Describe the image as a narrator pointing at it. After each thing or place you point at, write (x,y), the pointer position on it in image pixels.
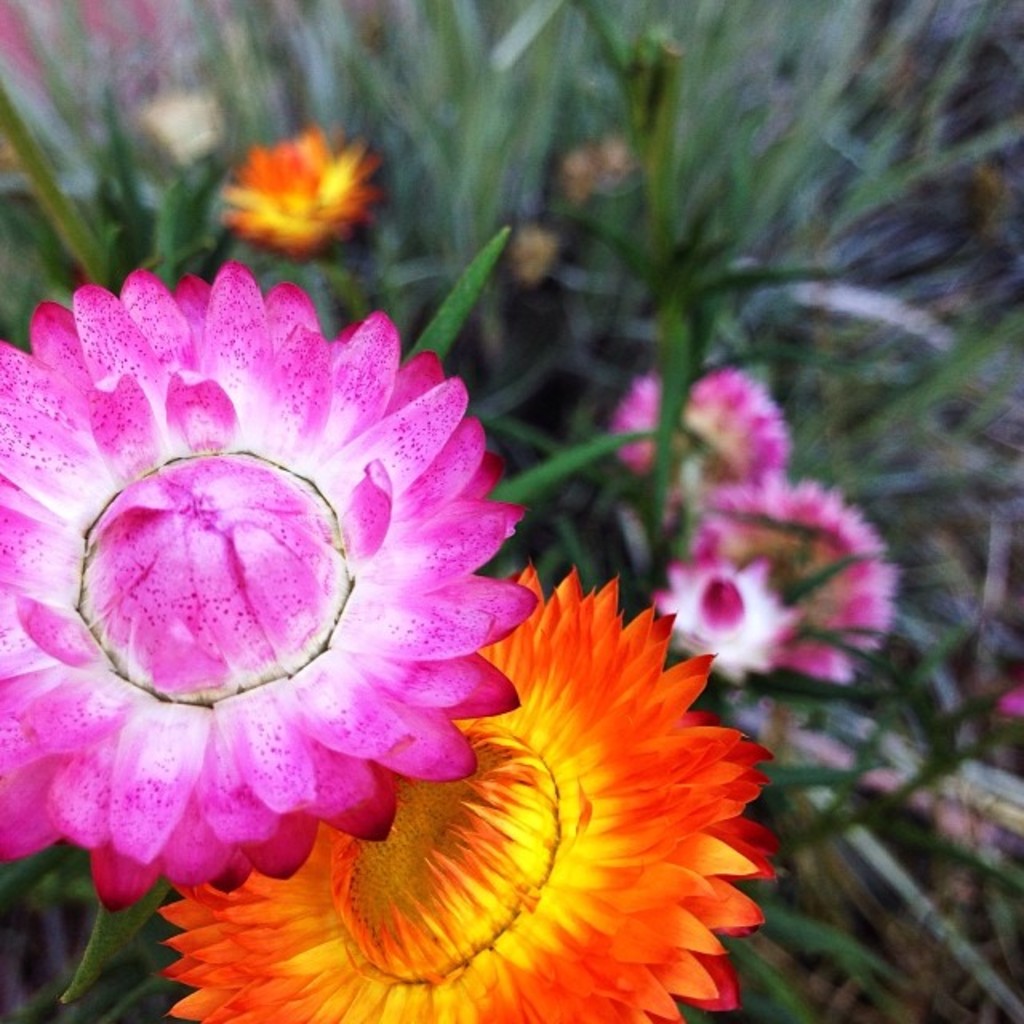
In this image I can see the plants (657,472) along with the flowers (507,632). The flowers (374,645) are in pink and orange colors. The leaves (507,136) are in green color.
